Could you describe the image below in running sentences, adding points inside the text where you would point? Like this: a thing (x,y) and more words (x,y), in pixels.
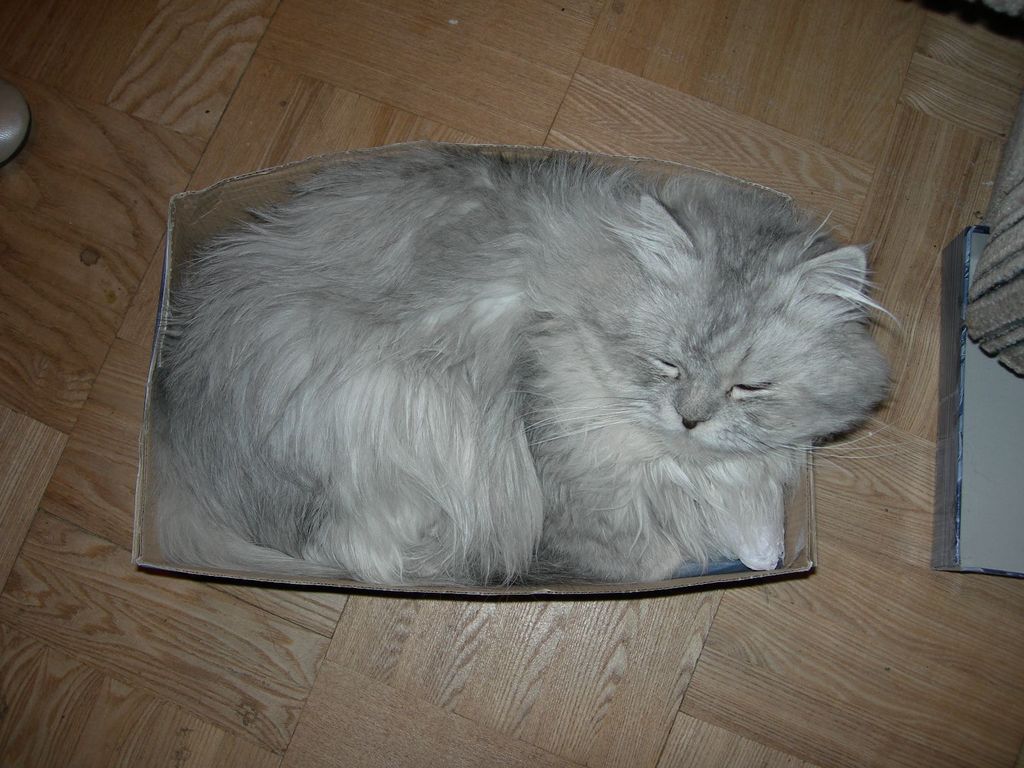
Here I can see a cat (334,364) laying in a box (217,207). This box (201,220) is placed on the floor (696,106). On the right side (1000,413) there are some other objects (996,414).
